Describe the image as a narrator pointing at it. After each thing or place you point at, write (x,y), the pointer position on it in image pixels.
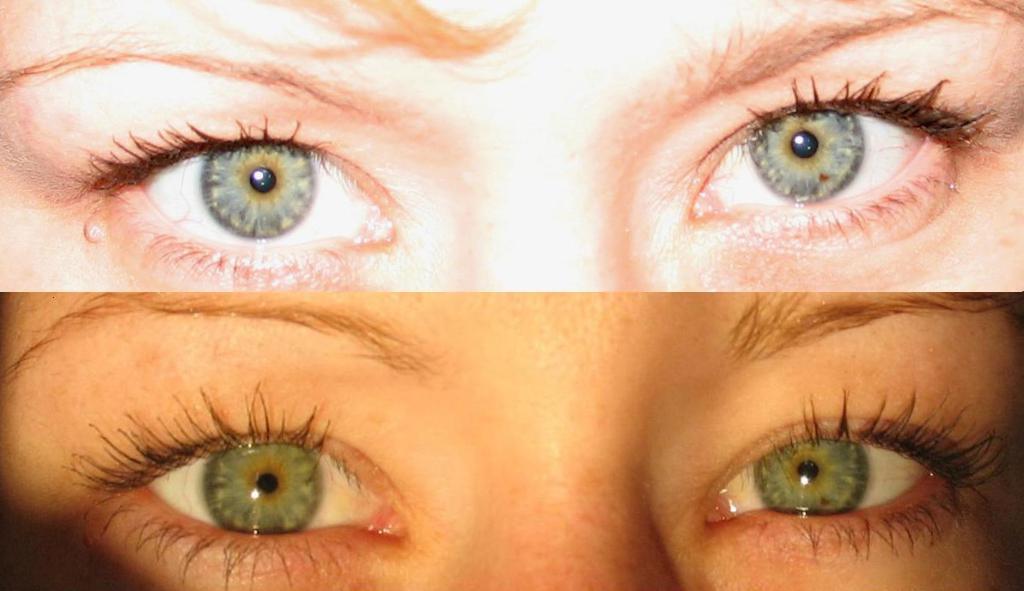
In this image we can see two different people eyes (207,247).
